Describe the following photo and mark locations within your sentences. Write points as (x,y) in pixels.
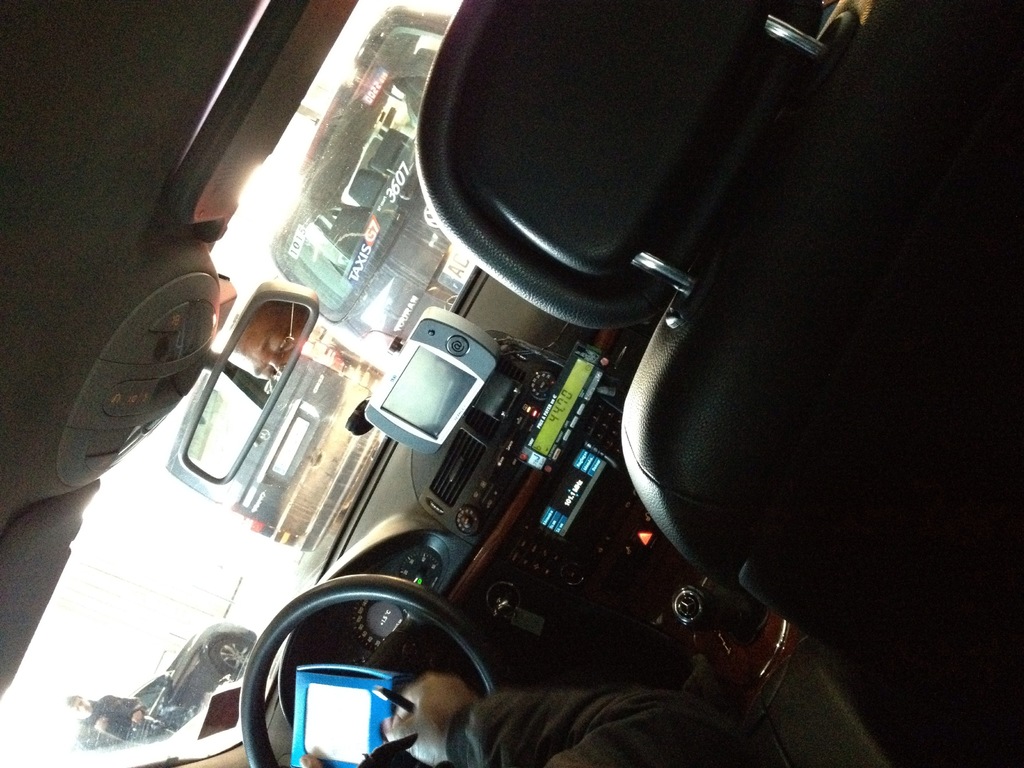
This picture is taken inside a car (443,637). In this image, in the middle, we can see hand (436,730) of a person (506,701) holding pen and book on the other hand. Outside of the glass window (187,620), we can also see some cars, on the left side of the glass window (105,743), we can see a person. On the right side (980,211), we can see a black color chair (791,303).
